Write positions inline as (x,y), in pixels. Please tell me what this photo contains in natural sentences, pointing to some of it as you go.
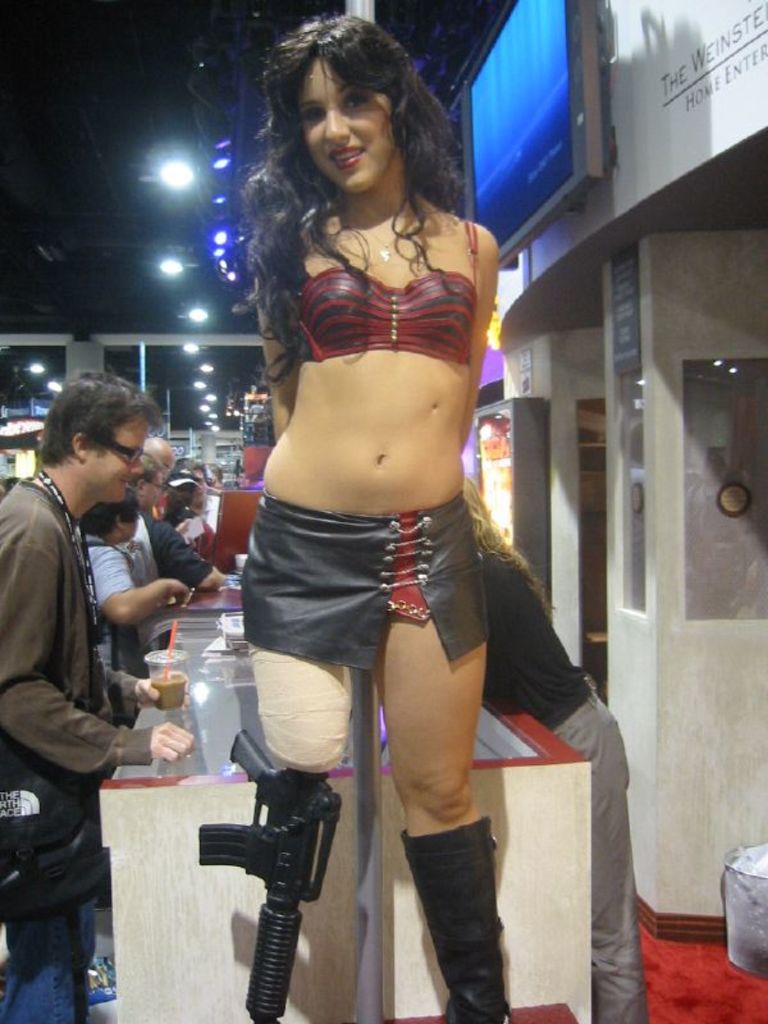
In this picture we can see a group of people (484,603), here we can see a screen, one person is holding a glass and in the background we can see lights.
